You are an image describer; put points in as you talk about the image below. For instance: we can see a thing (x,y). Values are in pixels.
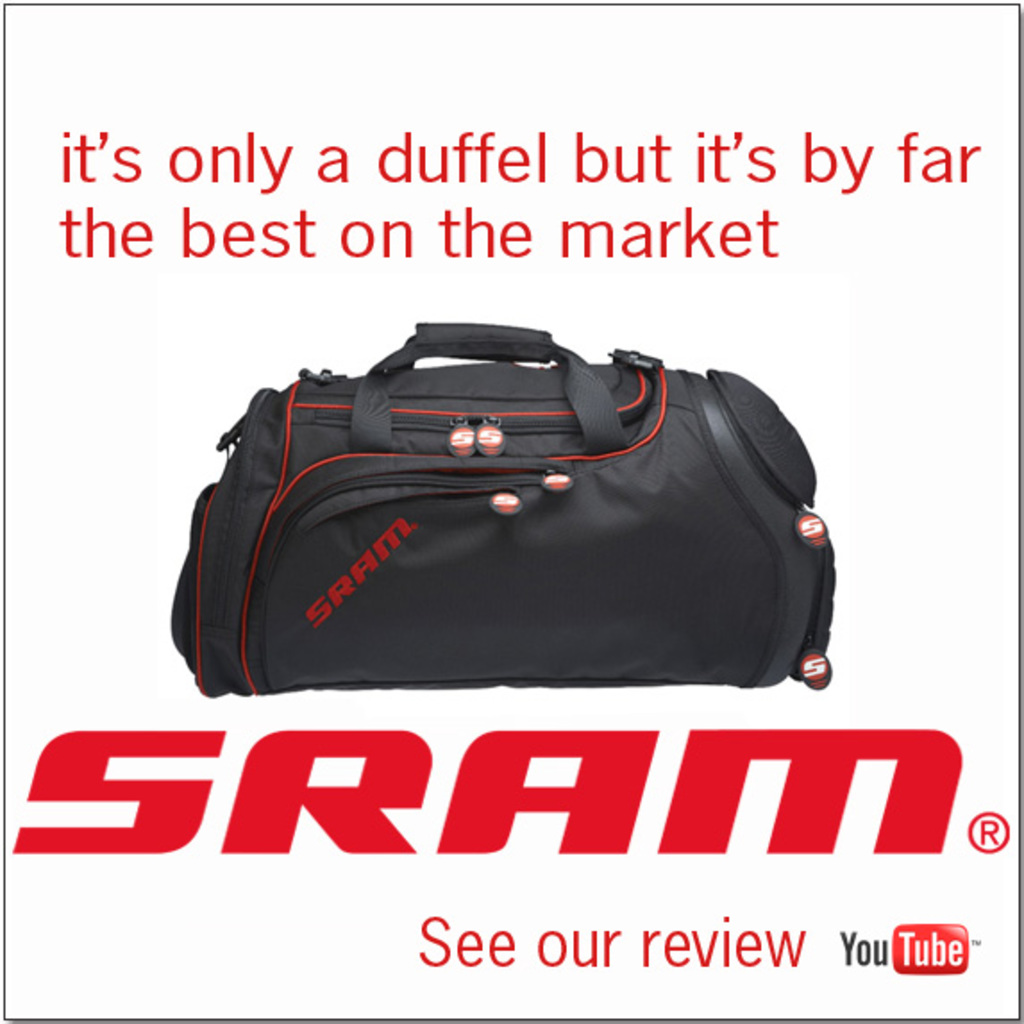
In this image I can see the bag (475,629) and the bag (724,611) is in black color and I can see something written on the image.
